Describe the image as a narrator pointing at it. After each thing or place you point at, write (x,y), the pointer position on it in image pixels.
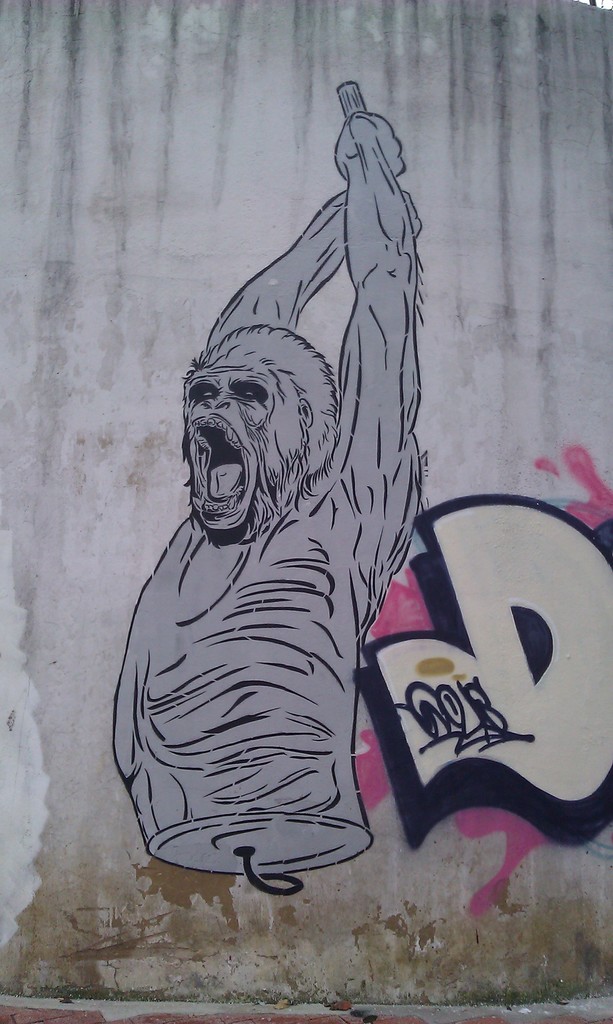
On the wall (94,553) we can see the painting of an animal (216,364) and there is a text (453,657) and a sign (529,563) on it.
